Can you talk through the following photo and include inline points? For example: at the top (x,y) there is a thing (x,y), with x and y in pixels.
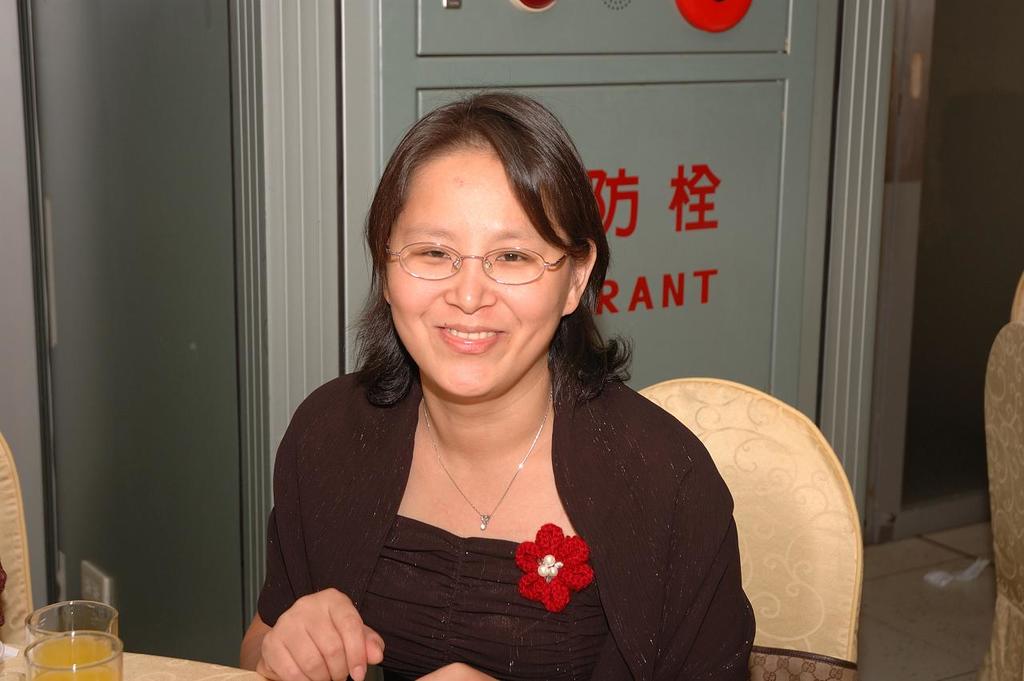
In this image we can see a person (595,458) sitting on the chair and smiling, in front of her, we can see a table (137,660) with glasses (66,634) on it, behind her there is an object (474,20), which looks like a cupboard (803,36), on the cupboard (428,5) we can see some text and there are some chairs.
